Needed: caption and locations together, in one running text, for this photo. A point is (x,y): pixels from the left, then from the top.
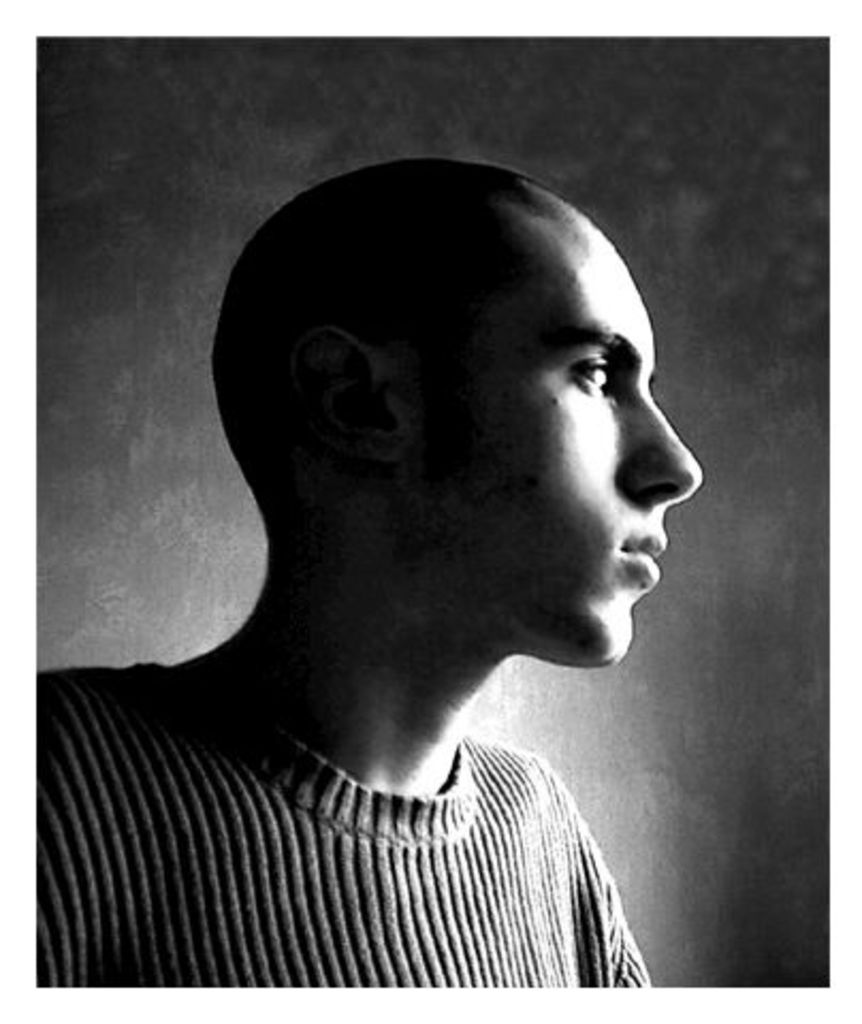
This is a black and white image and here we can see a person (394,573). In the background (189,214), there is a wall (730,410).
